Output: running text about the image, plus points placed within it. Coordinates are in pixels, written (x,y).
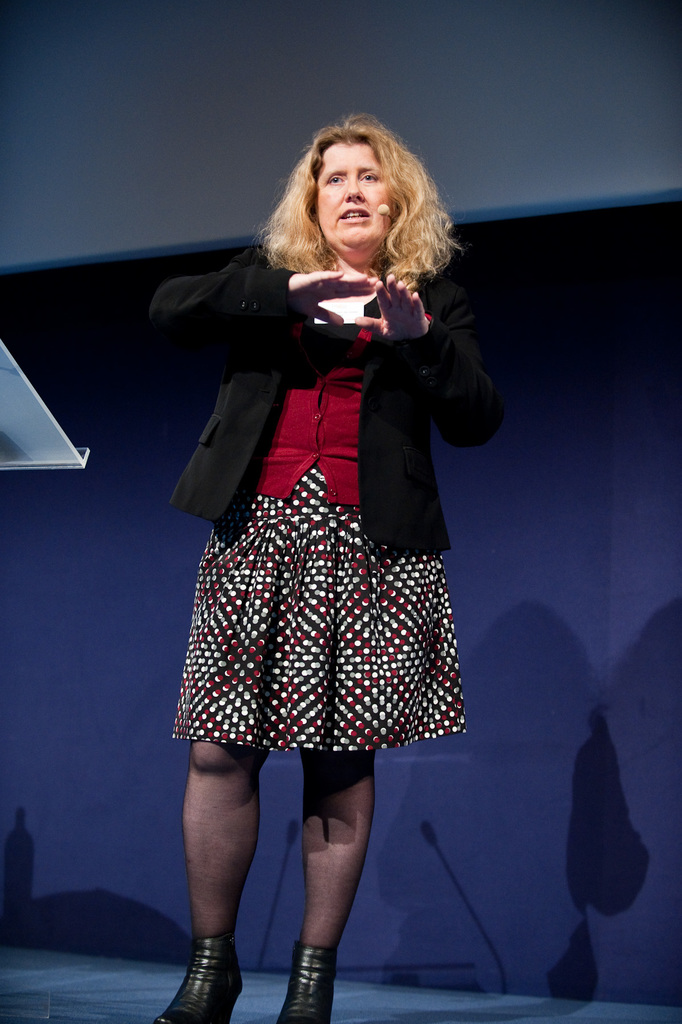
In this picture we can see a woman (262,488) in the black blazer (203,489) and she is explaining something. On the left side of the image (16,370), there is an object (17,413). Behind the woman (209,627), there is a wall (488,475). On the wall (484,506), we can see the shadows (499,720) of microphones (284,870) and a woman (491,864).
